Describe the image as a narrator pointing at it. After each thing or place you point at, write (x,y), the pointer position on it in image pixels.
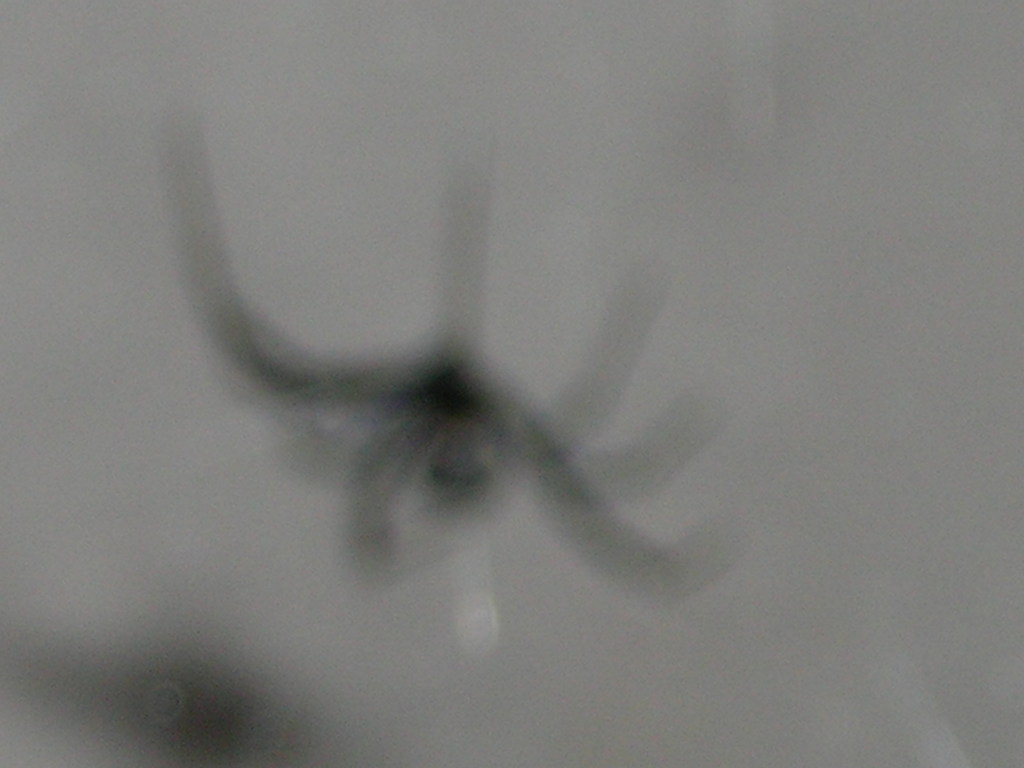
In this image I can see a spider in black color and I can see white color background (514,239).
